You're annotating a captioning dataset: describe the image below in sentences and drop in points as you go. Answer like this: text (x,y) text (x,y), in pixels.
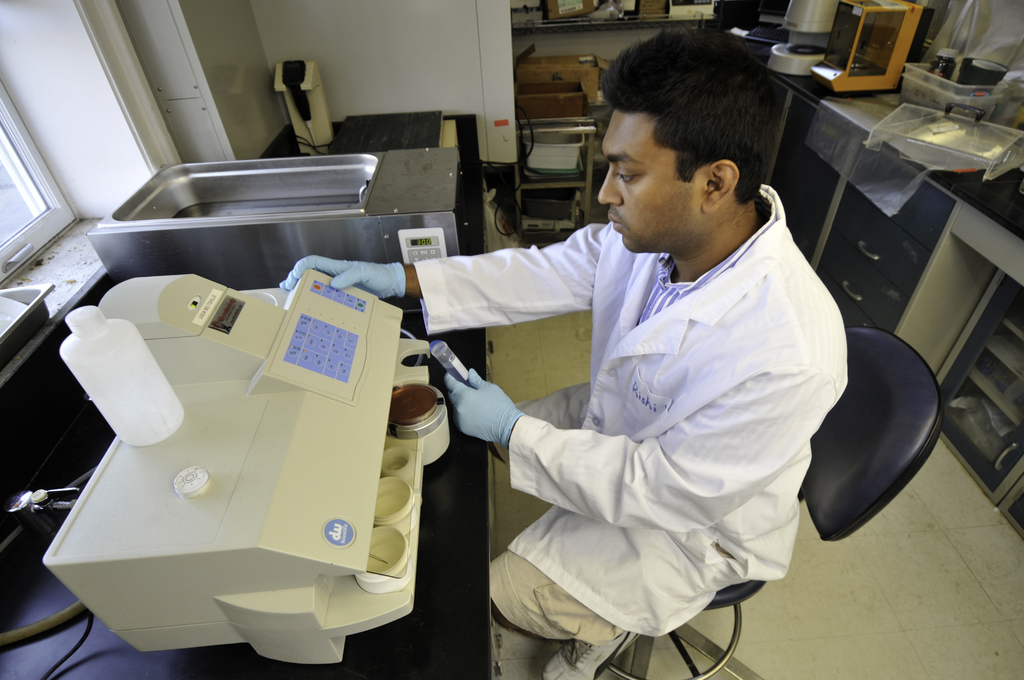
There is a man (564,425) sitting on a chair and holding an object (437,339), in front of this man (657,499) we can see machine (262,453), cable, bottle (122,373) and object (315,186) on the table (54,640) and we can see wall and window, behind this man (715,347) we can see machine (867,23), boxes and objects (969,72) on shelf (973,191), under the shelf (964,176) we can see cupboards (874,271). In the background (567,140) we can see cardboard boxes (577,105) and some objects (534,174).
